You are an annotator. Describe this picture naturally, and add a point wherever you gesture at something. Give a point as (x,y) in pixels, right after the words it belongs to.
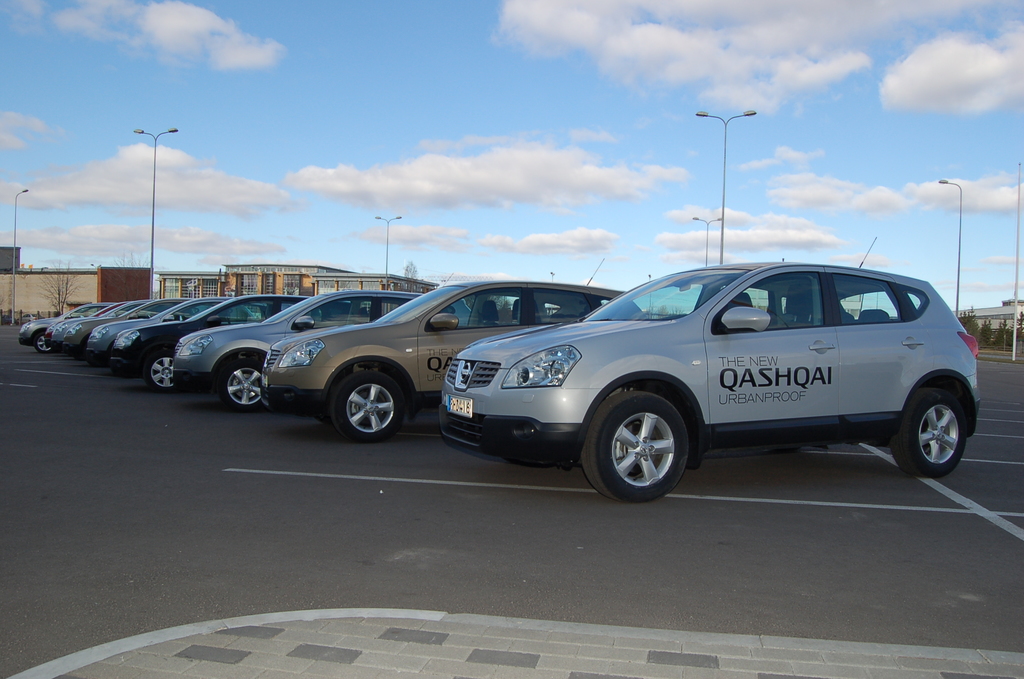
This picture is clicked outside. In the foreground (339,635) we can see the pavement (571,652). In the center (650,361) we can see the group of cars (276,384) parked on the ground (582,503). In the background (389,139) we can see the sky (389,139) with the clouds (225,190) and we can see the lights (729,114) attached to the poles (723,177), buildings (326,289), trees (1009,339) and some other objects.
